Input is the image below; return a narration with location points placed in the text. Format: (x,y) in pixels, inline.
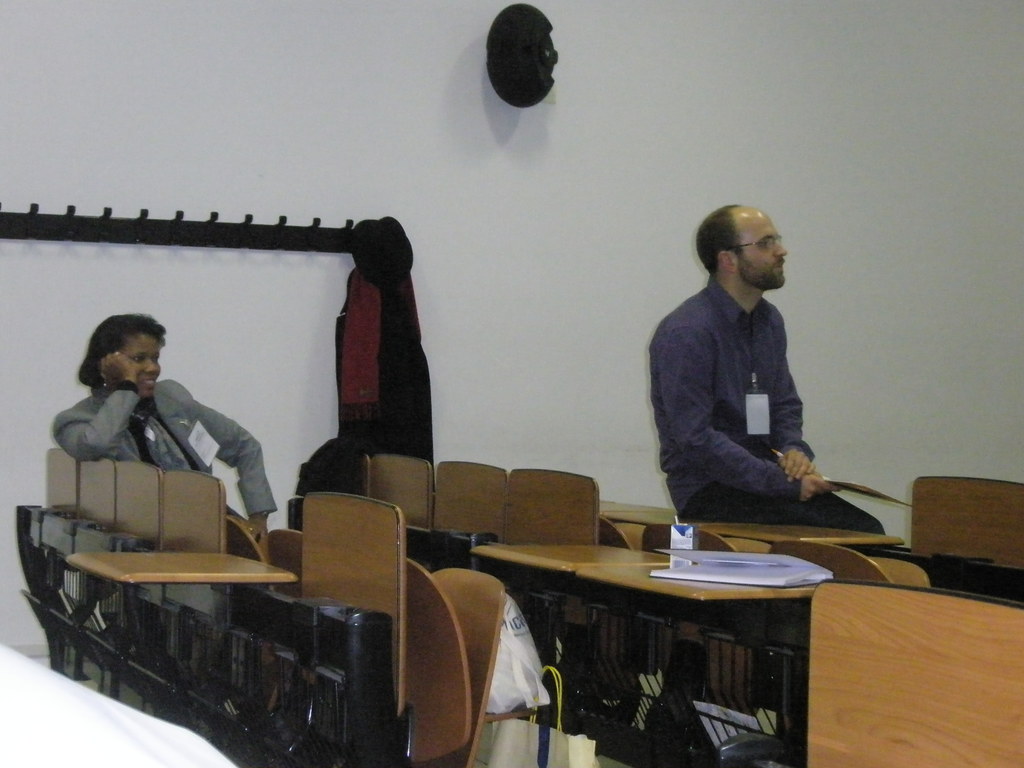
In this image there are two people (155,432), at the left (169,450) there is a woman (156,420), at the right (775,389) there is a man (780,418) sitting on a table (774,529). At the back (253,300) on the wall (263,285) there is a cap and dress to the hanger (233,234).
